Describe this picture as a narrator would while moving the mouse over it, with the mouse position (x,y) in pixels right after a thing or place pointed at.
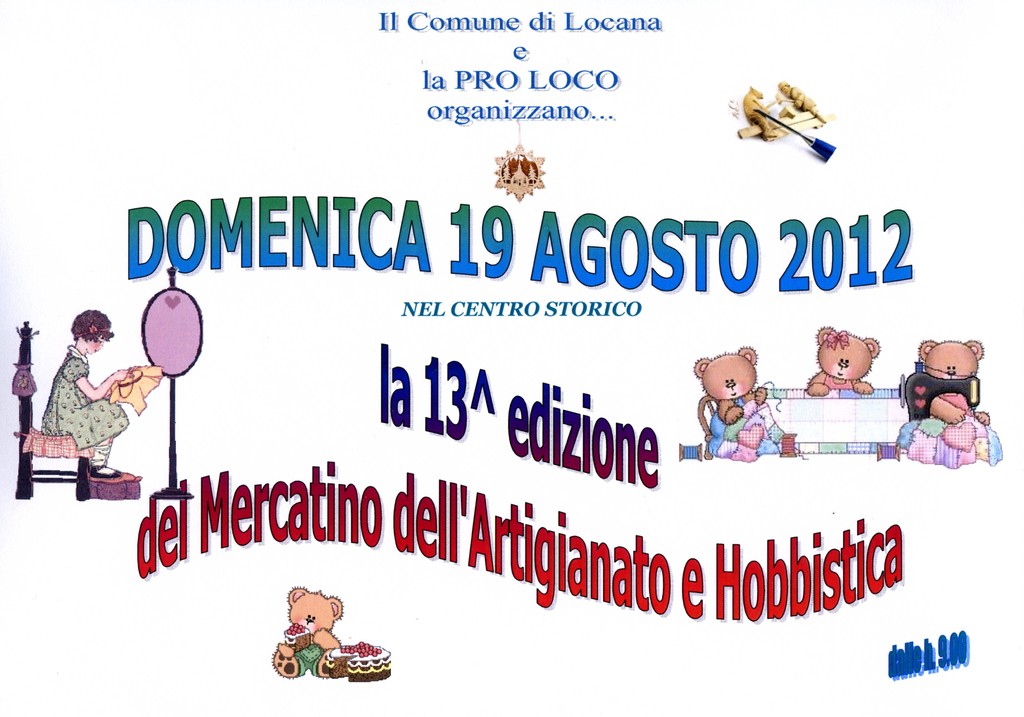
This is a poster (252,457) in this image, in the center (373,246) there is some text (849,529) and on the left side (83,409) there is one person (70,407) who is sitting on a chair (83,448). In front of her there is one pole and board (194,361), and at the bottom (312,633) and on the right side (738,406) there are some toys (724,406).
